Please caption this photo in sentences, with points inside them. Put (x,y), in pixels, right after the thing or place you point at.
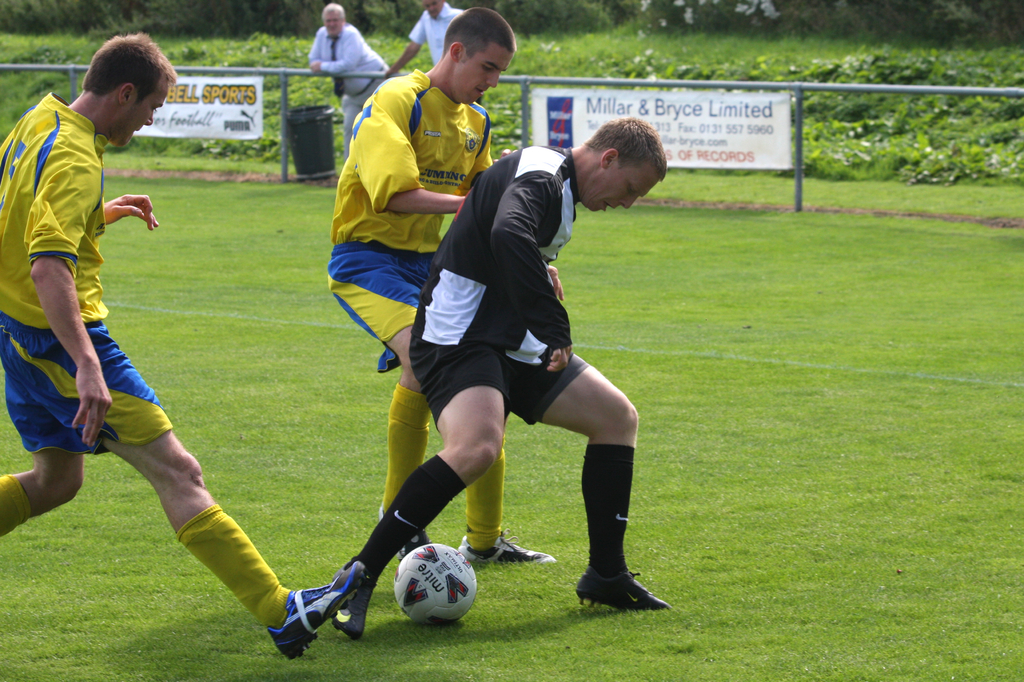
A picture is taken in a playground (662,406). In the image there are three people (451,404) playing a foot ball (439,621) and background (314,68) there are two people (363,61) standing and watching it. We can also see trees (860,27) and plants (948,63) in background (954,72), at bottom (85,555) there is a grass (674,400).
